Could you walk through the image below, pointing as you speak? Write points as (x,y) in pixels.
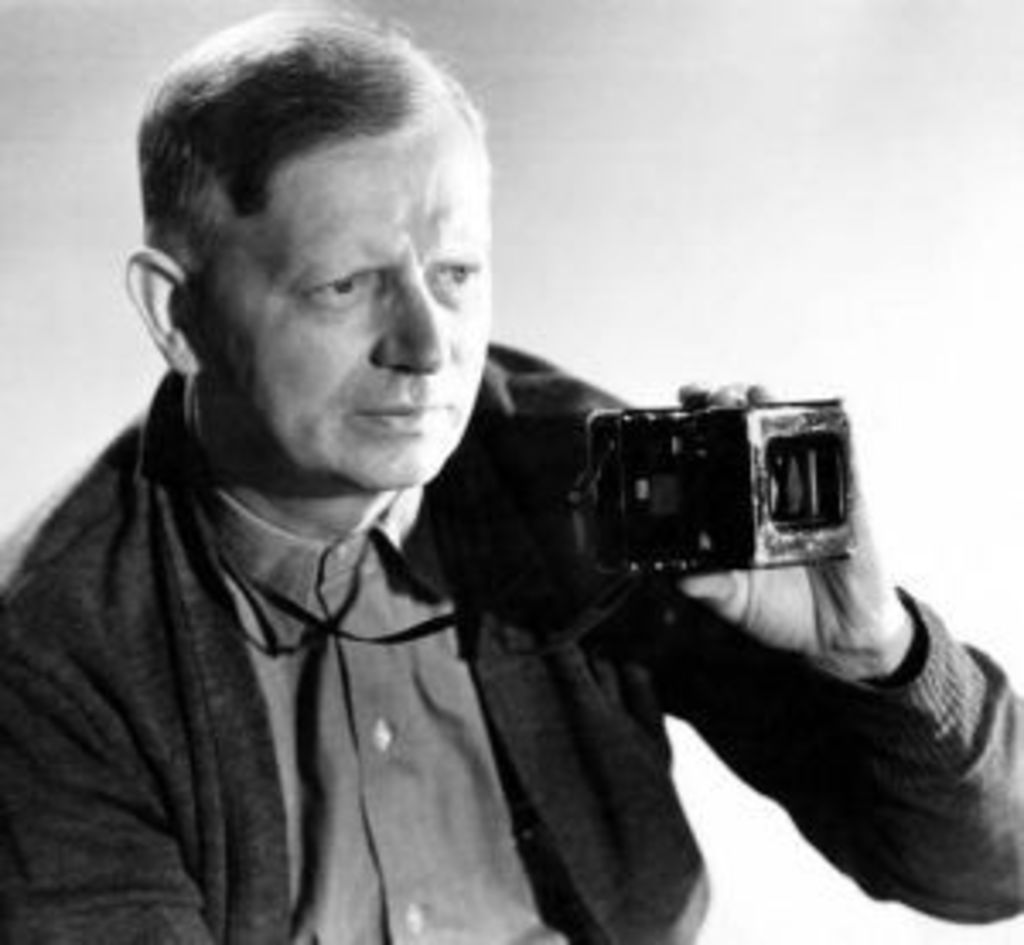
Black and white picture. This person (301,88) wore black jacket (165,537) and holds camera (741,500).
